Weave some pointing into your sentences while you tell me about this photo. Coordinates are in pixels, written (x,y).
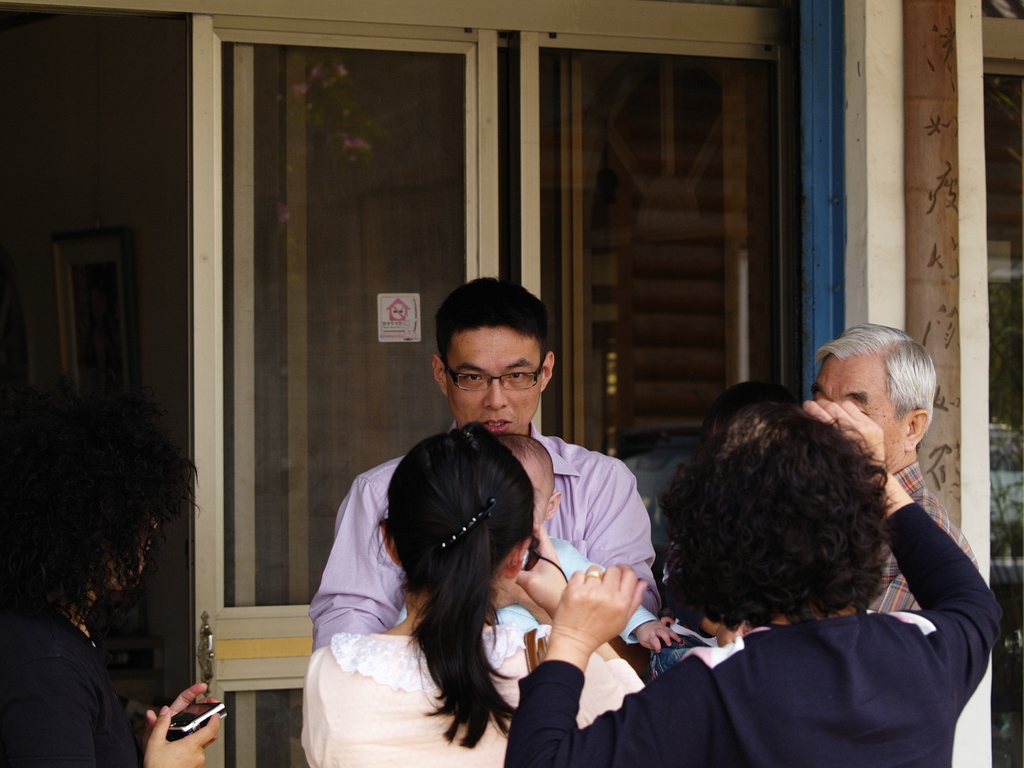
In the foreground of the picture (691,467) we can see a group of people (502,551). On the left (110,565) we can see a woman (89,511) and wall (106,175). In the center of the picture (384,262) there are doors (629,148). On the right (990,193) it is looking like a window (996,363) and wall (981,261).
